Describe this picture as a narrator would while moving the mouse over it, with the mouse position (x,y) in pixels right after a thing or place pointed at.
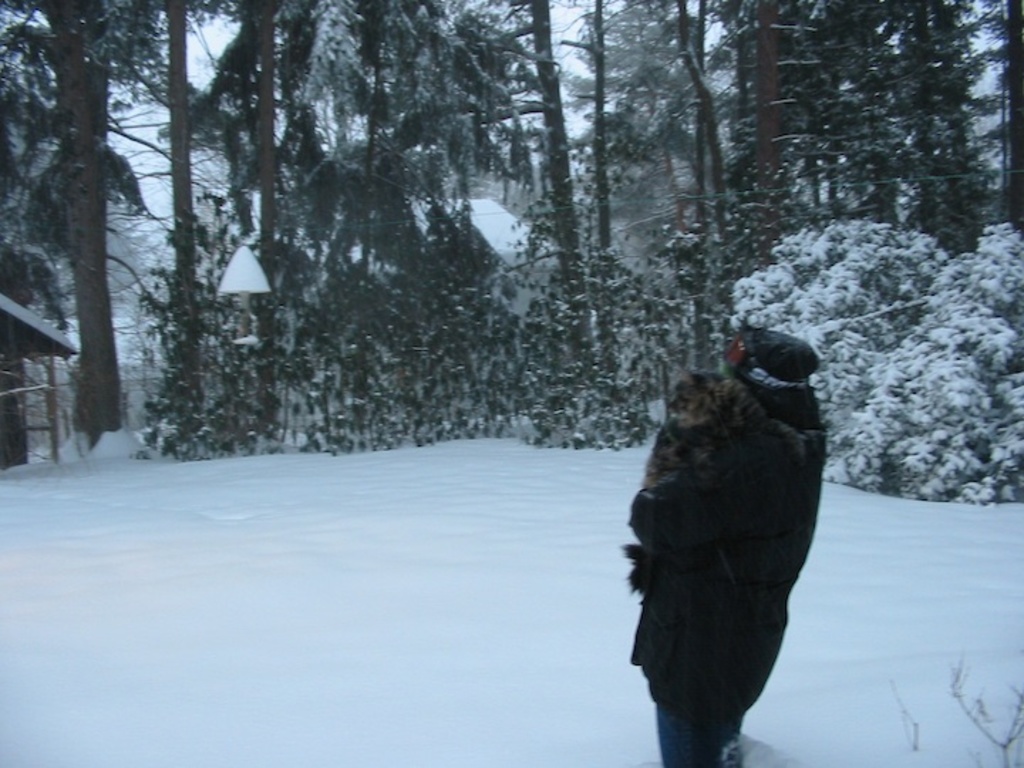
In this image we can see a person (720,648) is standing on the icy land (336,640). Behind so many trees (386,234) and plants (879,333) are there.
